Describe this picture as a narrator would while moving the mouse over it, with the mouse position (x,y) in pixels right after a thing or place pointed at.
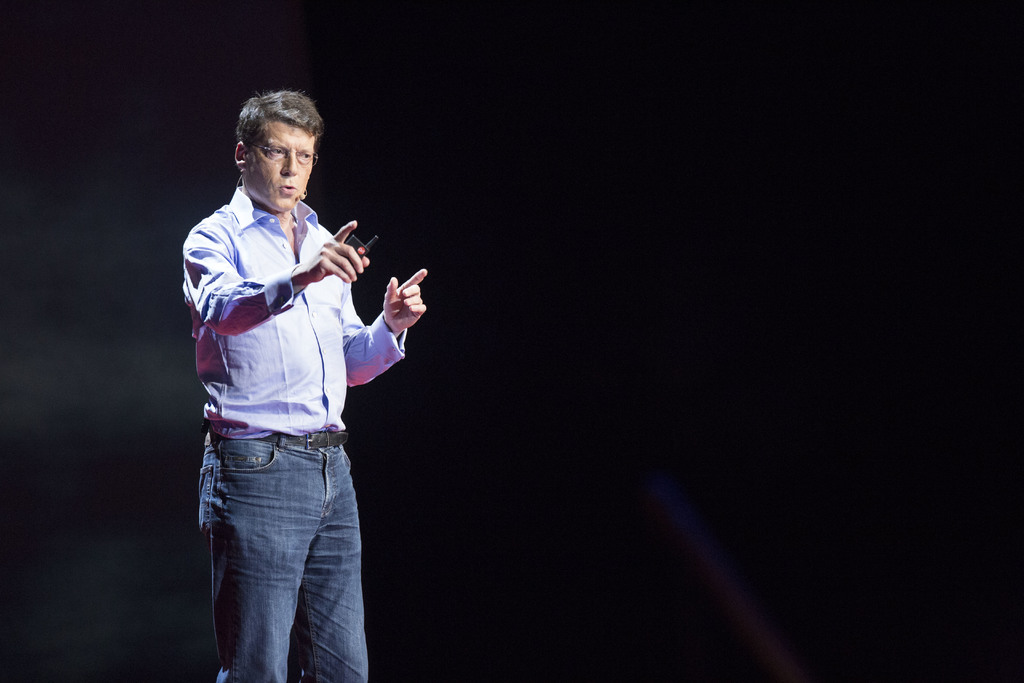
On the left of the image (269,551) a man (235,214) is standing and holding an electronic device (348,238).
